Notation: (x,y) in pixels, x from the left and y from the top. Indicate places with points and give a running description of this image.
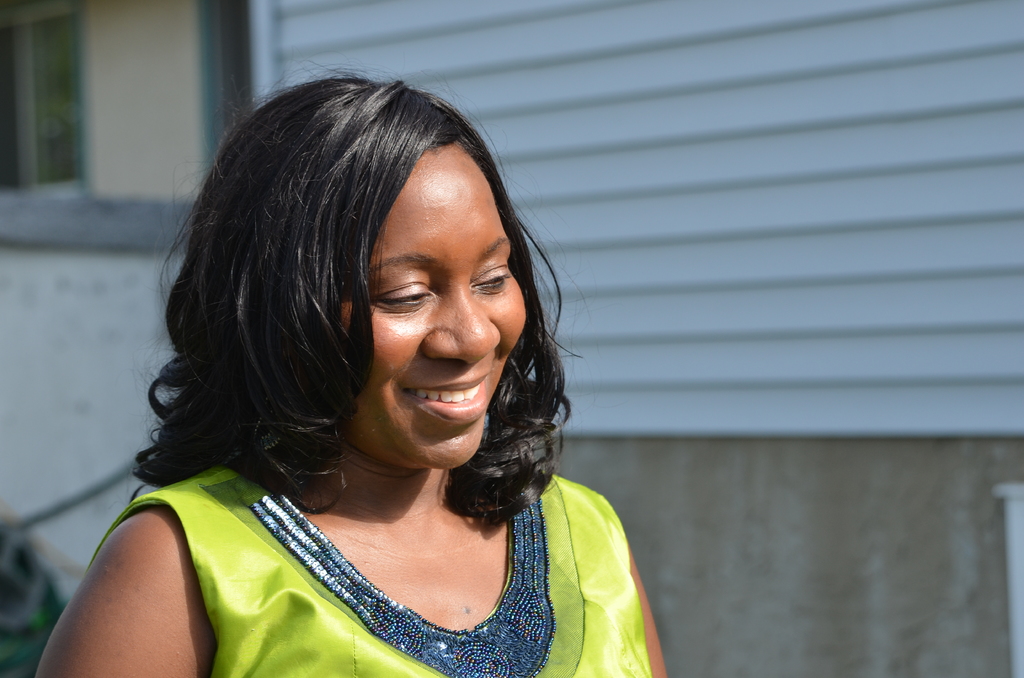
In this picture there is a woman (405,367) who is wearing green dress (520,655). In the back (936,468) I can see the building (360,63). In the top left corner (54,155) I can see the window (43,162).
